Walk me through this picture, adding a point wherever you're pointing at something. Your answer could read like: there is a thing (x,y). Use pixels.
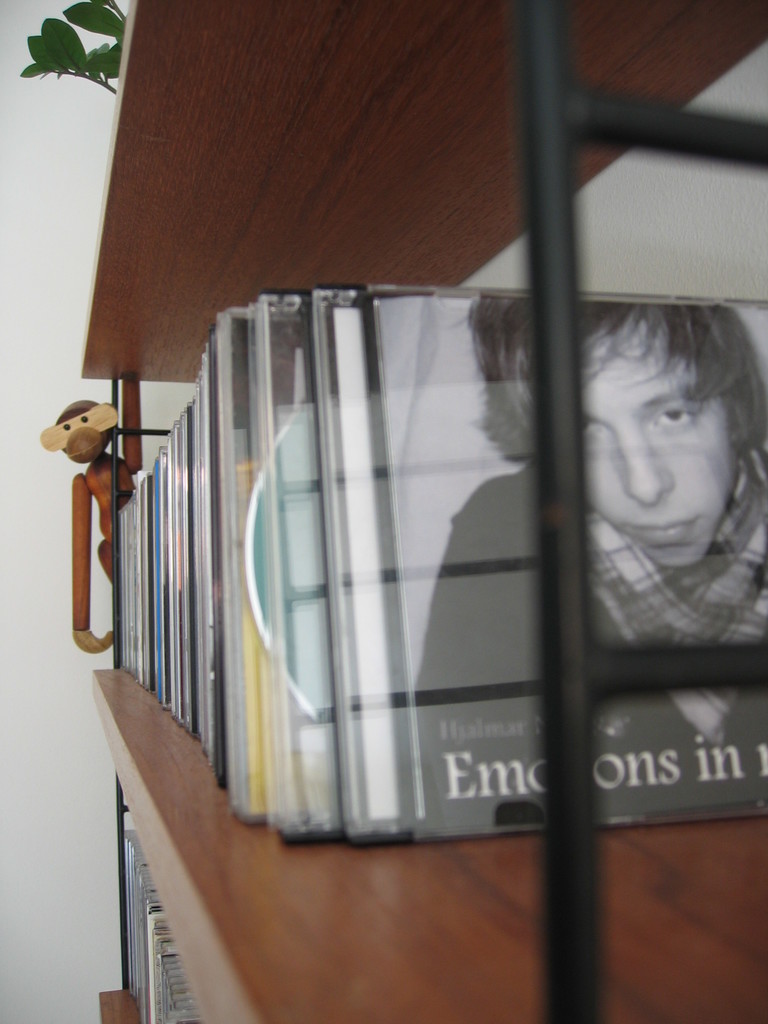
In this picture we can see many DVD cases (677,458) arranged on a Wooden shelf (383,996).
